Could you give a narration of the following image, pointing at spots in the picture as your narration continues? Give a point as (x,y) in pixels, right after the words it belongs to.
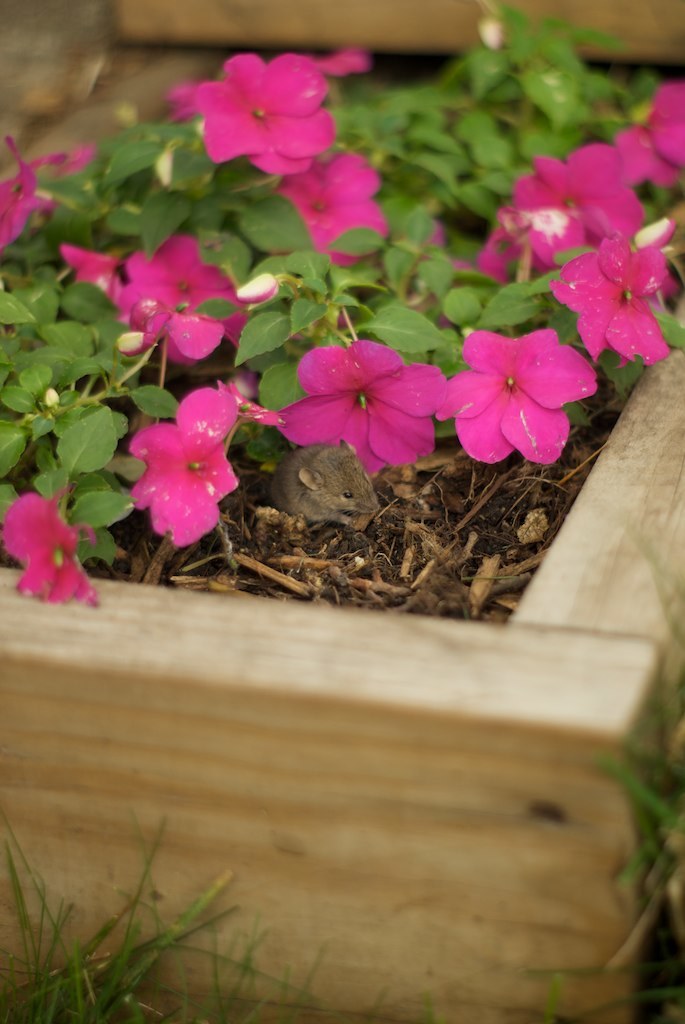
In this image we can see flowers (493,352), leaves (372,310), twigs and other objects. At the bottom of the image (355,902) there is a grass (680,827) and a wooden object (319,793).
